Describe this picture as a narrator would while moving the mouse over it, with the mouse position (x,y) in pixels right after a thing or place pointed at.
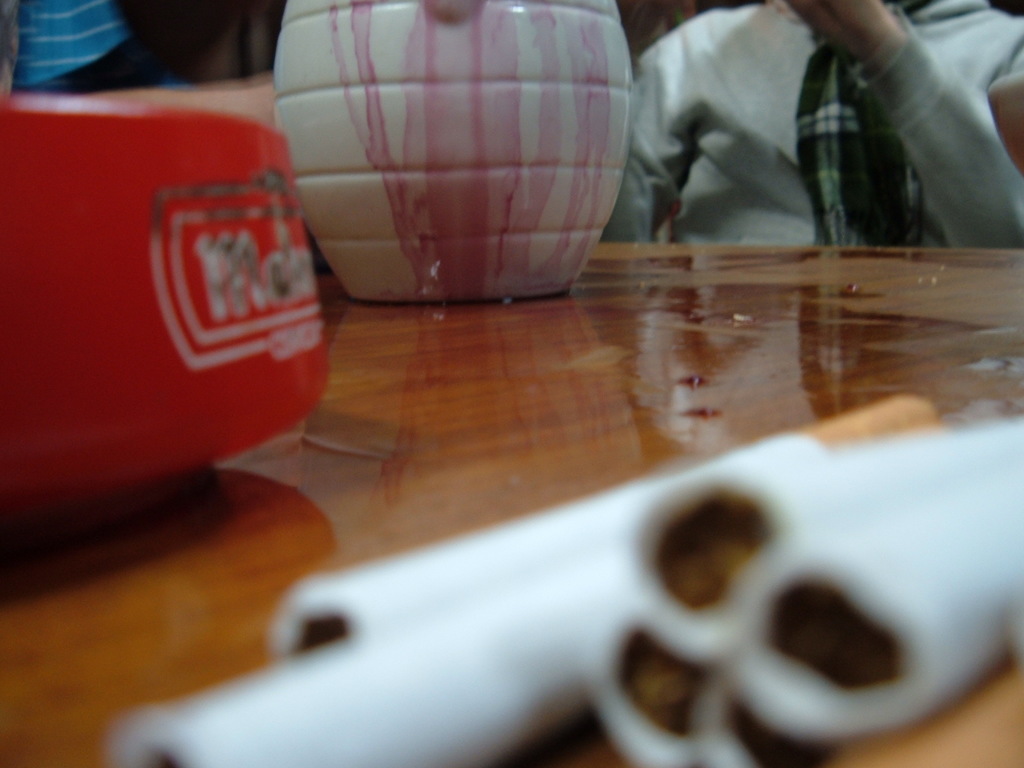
This is a zoomed in picture. In the foreground (842,353) there is a wooden table (640,307) on the top of which we can see the cigarettes (653,523) and some other objects (276,363) are placed. In the background (746,100) there is a person (866,108) wearing a scarf (841,117) and seems to be sitting.
